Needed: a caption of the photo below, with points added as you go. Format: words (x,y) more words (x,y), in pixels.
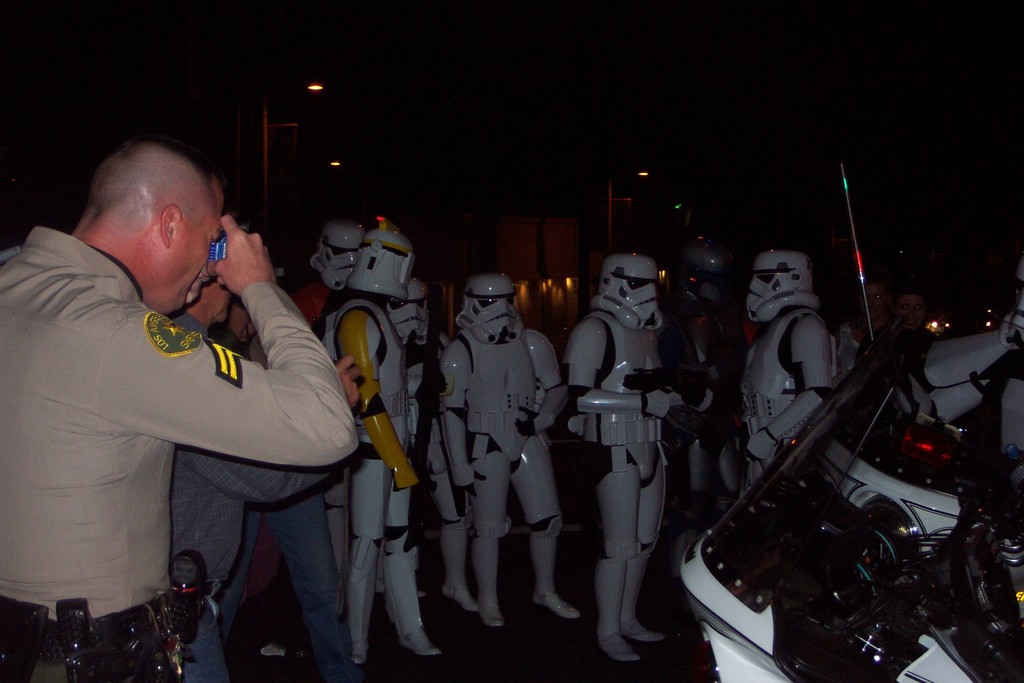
There are group of people (627,372) in robotic costume (500,405) and in the front (49,393), a man (71,389) is clicking the images of those people (503,387) there is a vehicle (713,537) in the right side of that people (651,533), the image is captured in the night time.
